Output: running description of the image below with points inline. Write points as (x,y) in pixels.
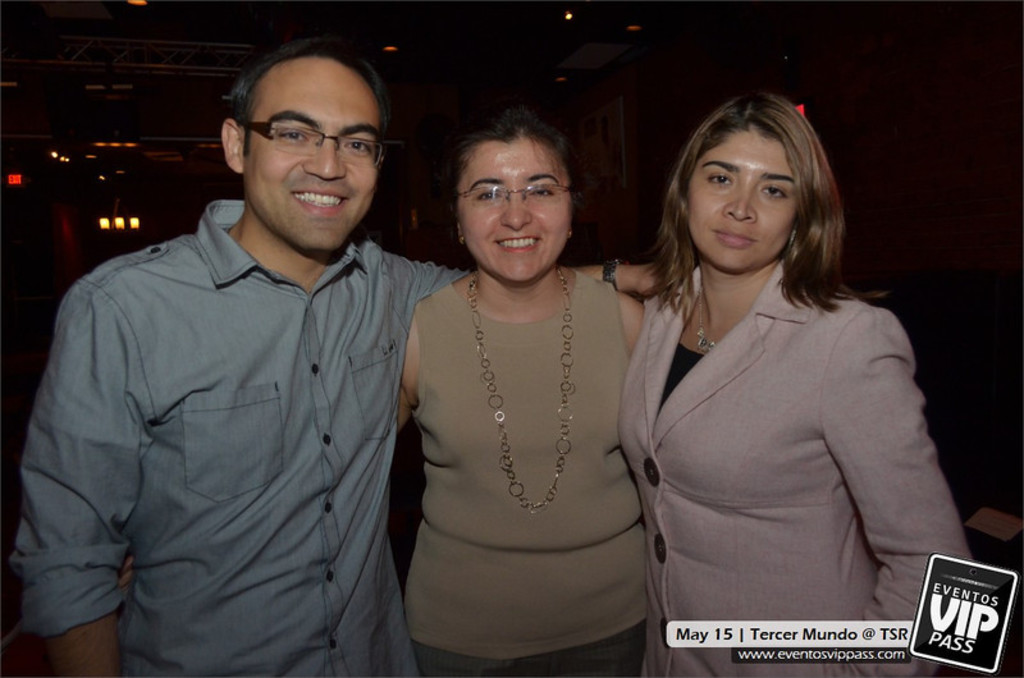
In this image I can see three persons (447,317) standing. The person (700,495) at right (711,495) wearing peach color jacket (718,422), the person (543,370) in the middle (543,370) wearing brown shirt (509,370) and the person (246,365) at left (268,365) wearing blue color shirt (292,365) and I can see dark background (112,152).
